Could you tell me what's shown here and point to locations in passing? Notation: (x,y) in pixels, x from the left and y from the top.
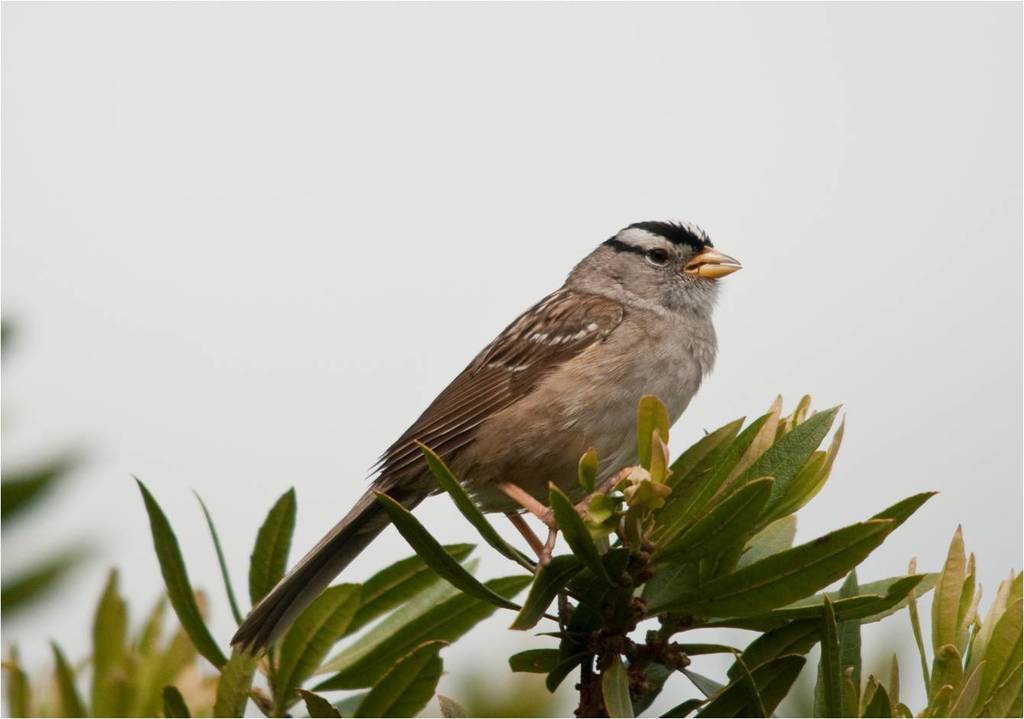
In this image we can see a bird (706,266) is sitting on stem (622,590) of a plant (622,590) and so many leaves (758,620) are there to the plant (751,669).
